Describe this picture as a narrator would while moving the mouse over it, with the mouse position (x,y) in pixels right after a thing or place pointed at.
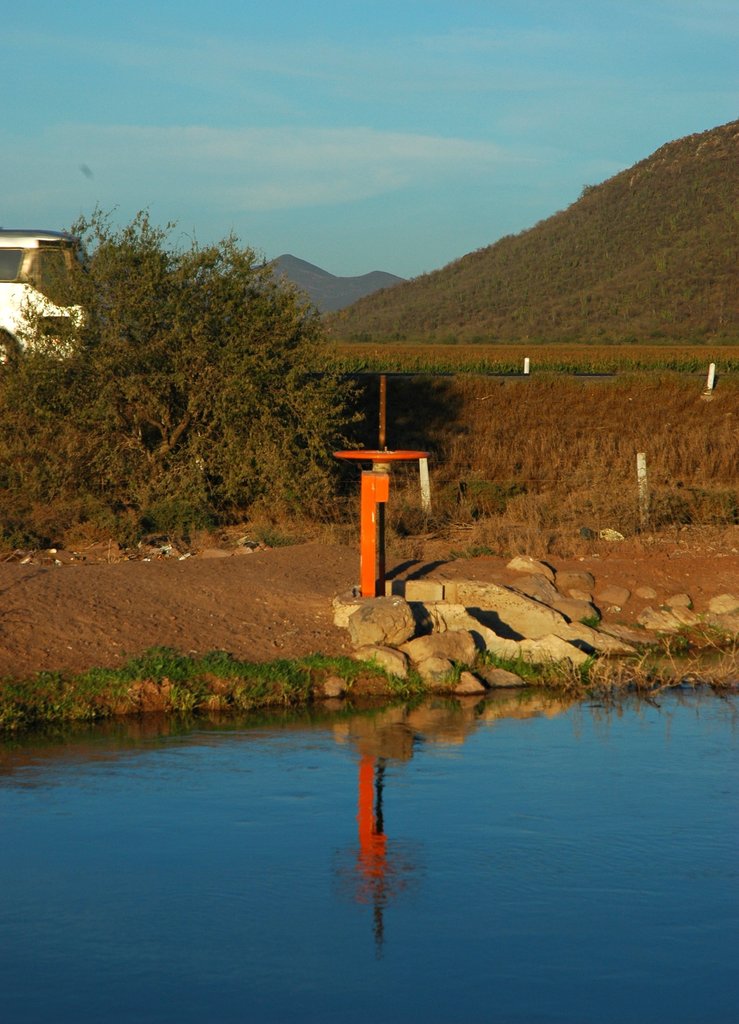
At the bottom (552,911) there is water (536,903), on the left side (191,305) there is a tree (245,402). At the top (316,79) it is the sky (356,89).
